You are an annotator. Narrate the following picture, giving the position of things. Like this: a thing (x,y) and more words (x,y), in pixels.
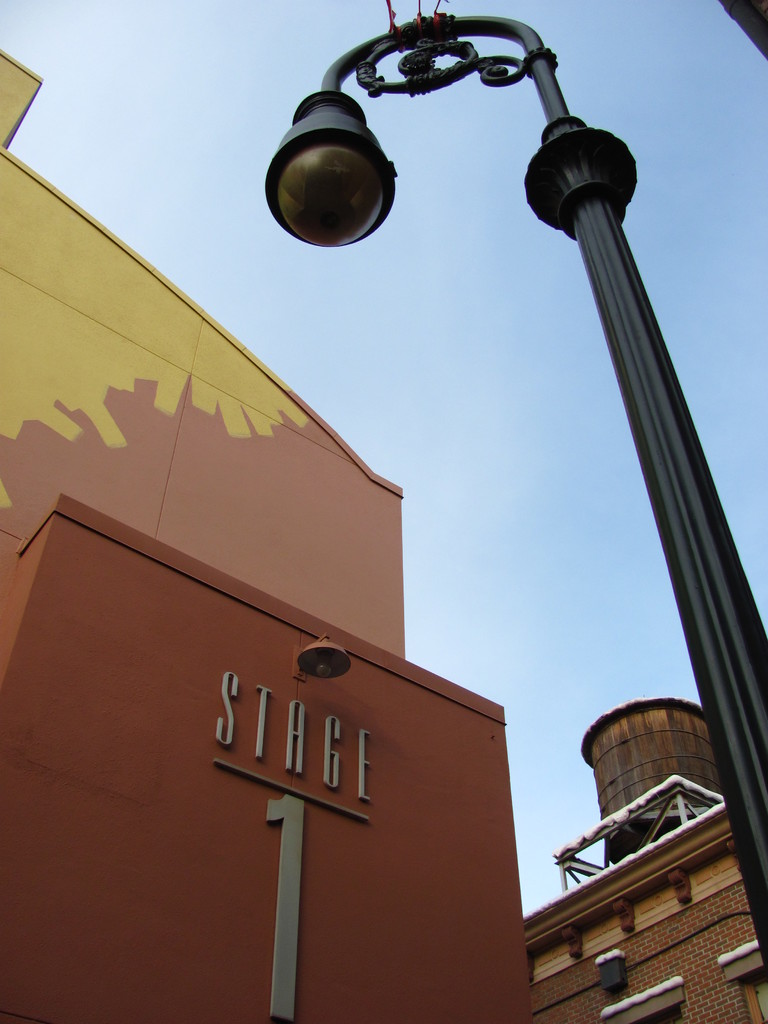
In this picture we can see buildings (426,848), light pole (531,161), some objects (598,759) and in the background (431,413) we can see the sky (459,381).
